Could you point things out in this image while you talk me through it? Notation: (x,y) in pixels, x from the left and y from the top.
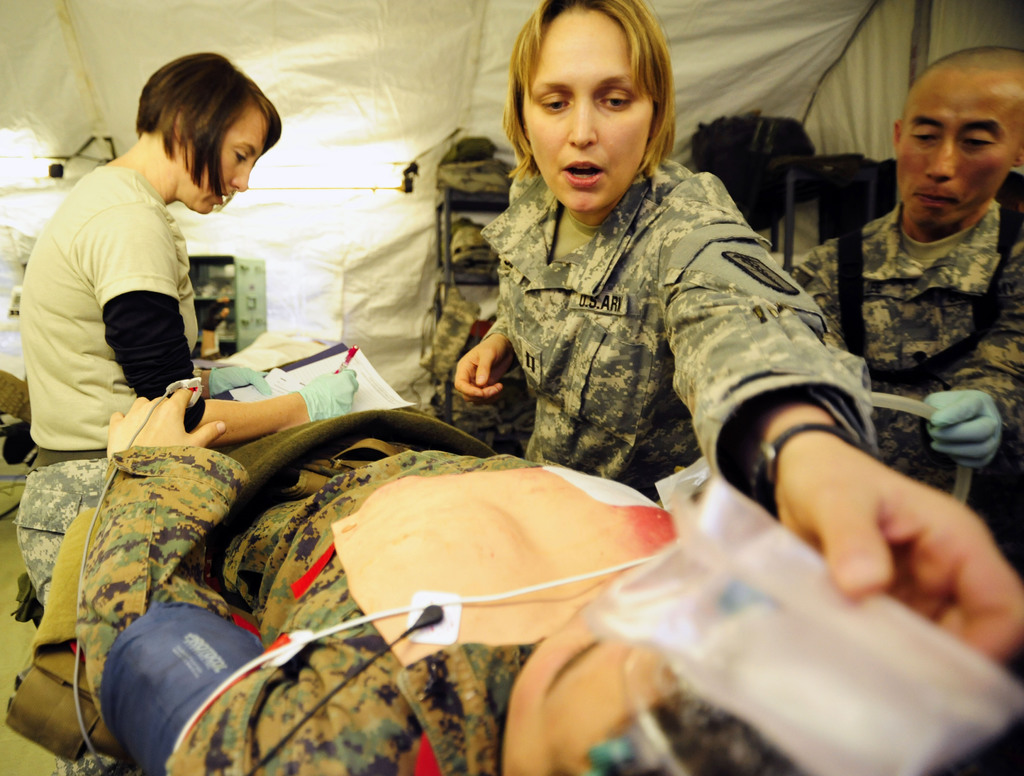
In this picture we can see a person (528,479) lying. There is a woman (826,485) holding an object (724,489) in her hand (898,586). We can see a person (62,400) writing with pen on a paper (395,397). A man (945,368) is standing and holding a pipe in his hand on the right side (994,153). We can see few clothes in a rack (435,306) and other objects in the background (793,148).
